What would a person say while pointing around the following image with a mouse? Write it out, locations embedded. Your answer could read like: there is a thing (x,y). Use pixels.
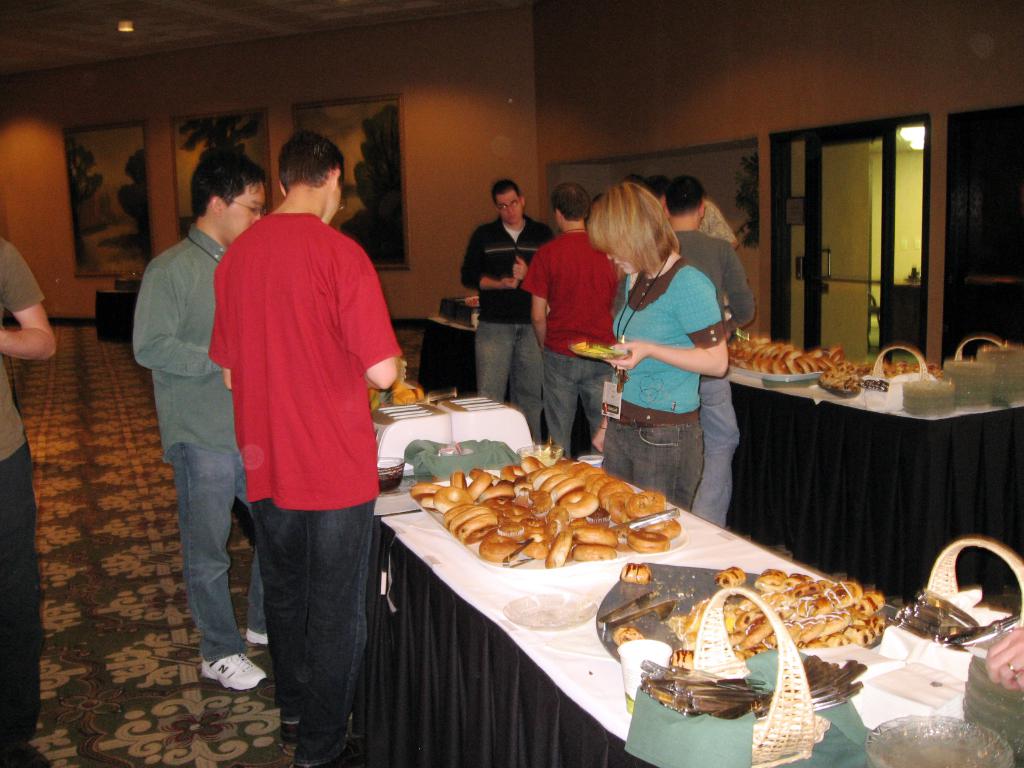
In this image I see number of people (283,340) who are standing and there are tables (611,694) and food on it. In the background (688,58) I see the wall (675,10) and photo frames (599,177) on it.
